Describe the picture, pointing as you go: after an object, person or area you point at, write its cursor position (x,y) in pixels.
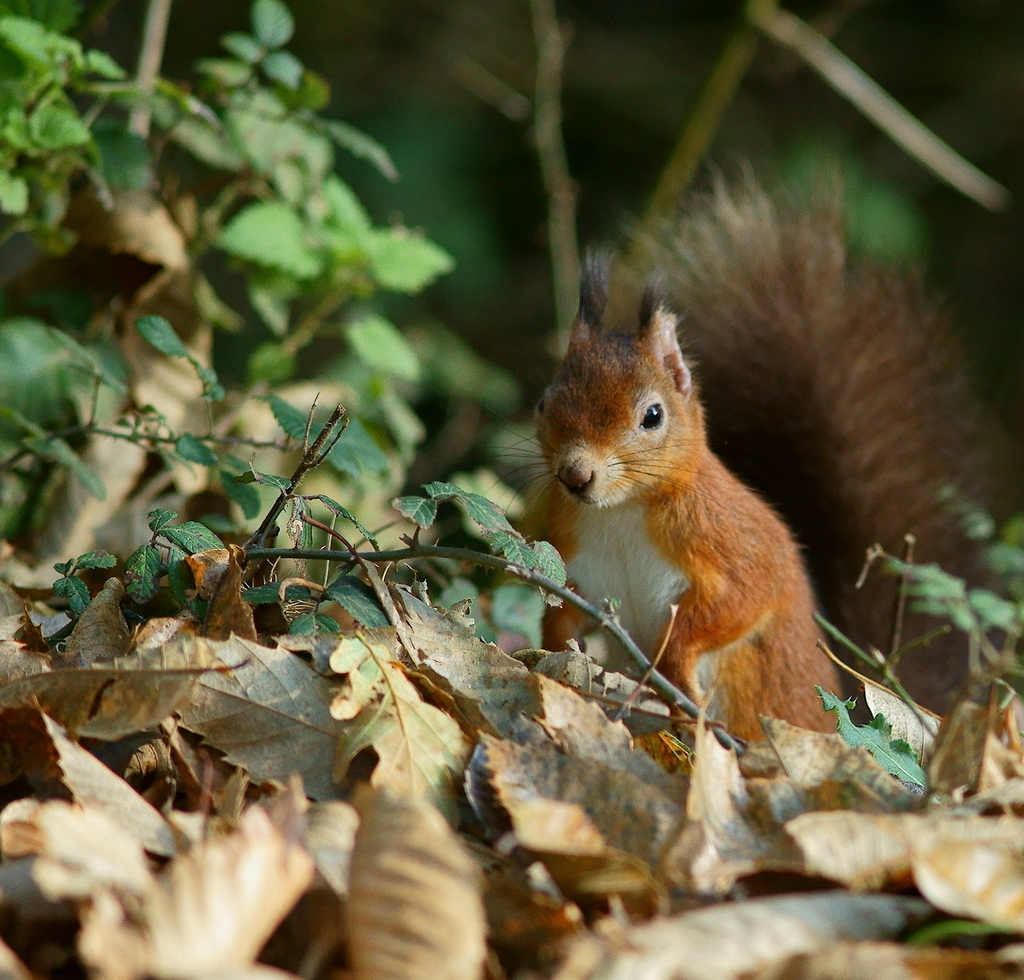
In this image we can see a squirrel (717,454). On the ground (295,654) there are dried leaves (558,755). Also there are stems (402,540) with leaves (270,97). In the background (811,46) it is blur.
